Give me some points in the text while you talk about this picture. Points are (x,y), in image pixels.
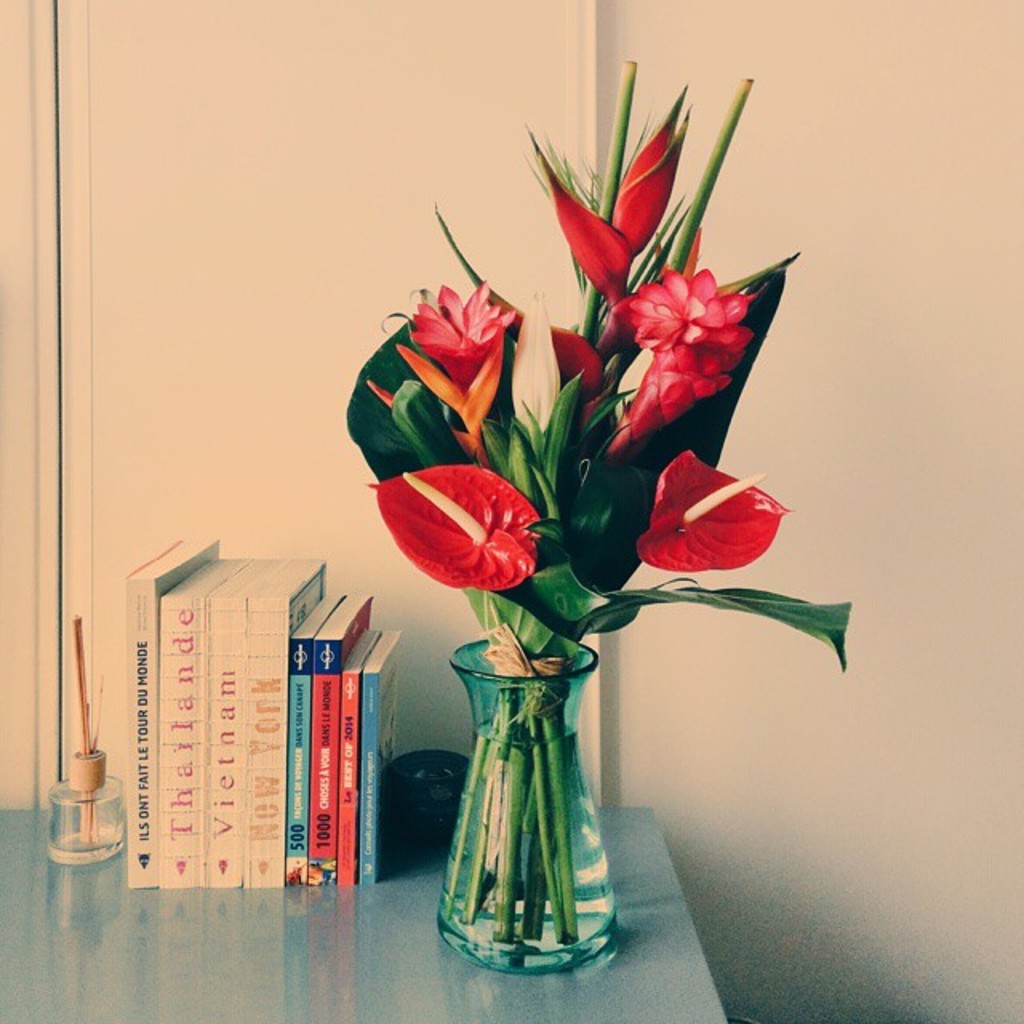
In this image we can see a flower vase (556,681) with flowers (536,534) and leaves (728,603), there are few books (307,669), a bottle (106,806) with sticks (84,685) and an object (430,780) on the table (456,992) and a wall (468,205) in the background (877,350).
